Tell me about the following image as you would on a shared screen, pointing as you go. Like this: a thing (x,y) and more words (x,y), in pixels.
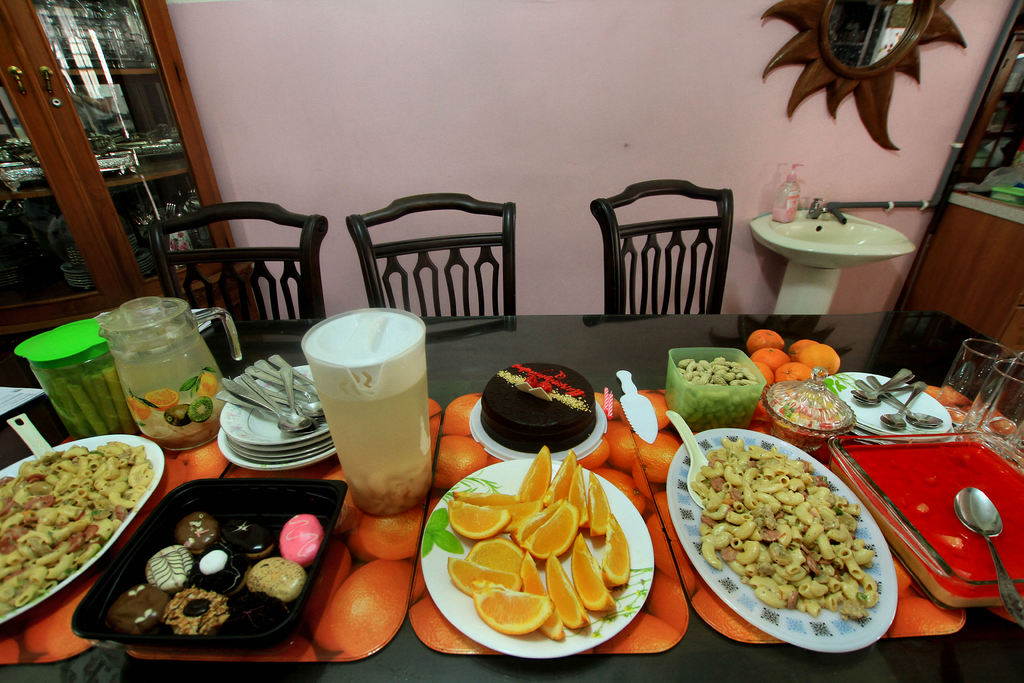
In this image on a dining table (889,354) there are table mats (309,632), on platters (942,568) there are oranges (552,558), pasta (787,527), cake (539,431), donuts (228,577), few other food ingredients (894,463) are there. There are plates (857,415), cutlery (306,413), jugs (343,398), glasses (970,358) on the table (847,368). There are three chairs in the background (466,274). In the background (856,99) there is a mirror (849,40). On the basin (823,252) there is a bottle (795,192). In the left (121,51) there is a cupboard (54,31). In the right (996,166) there are few things (990,179).
